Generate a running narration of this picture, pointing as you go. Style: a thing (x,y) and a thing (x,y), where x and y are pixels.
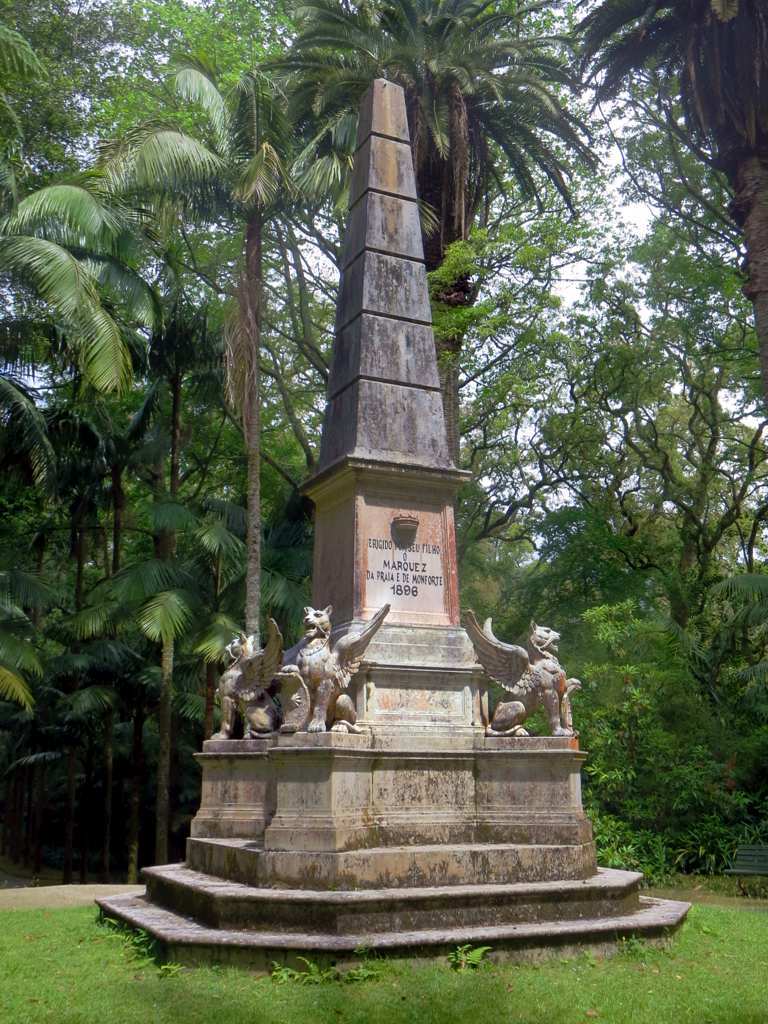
In the center of the image (365,516) there is a statue (397,436). At the bottom of the image (530,988) there is grass (569,995) on the surface (612,998). In the background of the image (39,185) there are trees (586,199) and sky (639,207).
